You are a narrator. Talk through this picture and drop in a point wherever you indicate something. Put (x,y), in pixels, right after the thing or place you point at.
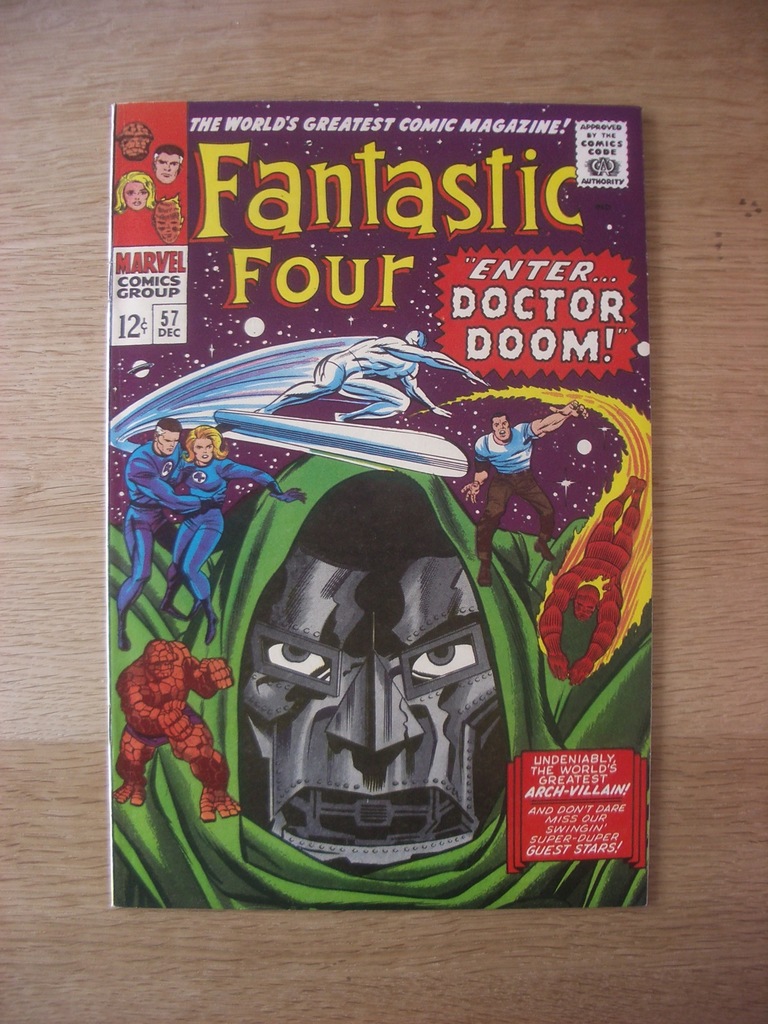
In the image we can see a book (380,573) and a wooden surface (539,966). This is a book cover (402,442) and we can even see there are animated pictures (197,479) of people (182,459) on the book cover (280,450), and this is a printed text (297,214).
